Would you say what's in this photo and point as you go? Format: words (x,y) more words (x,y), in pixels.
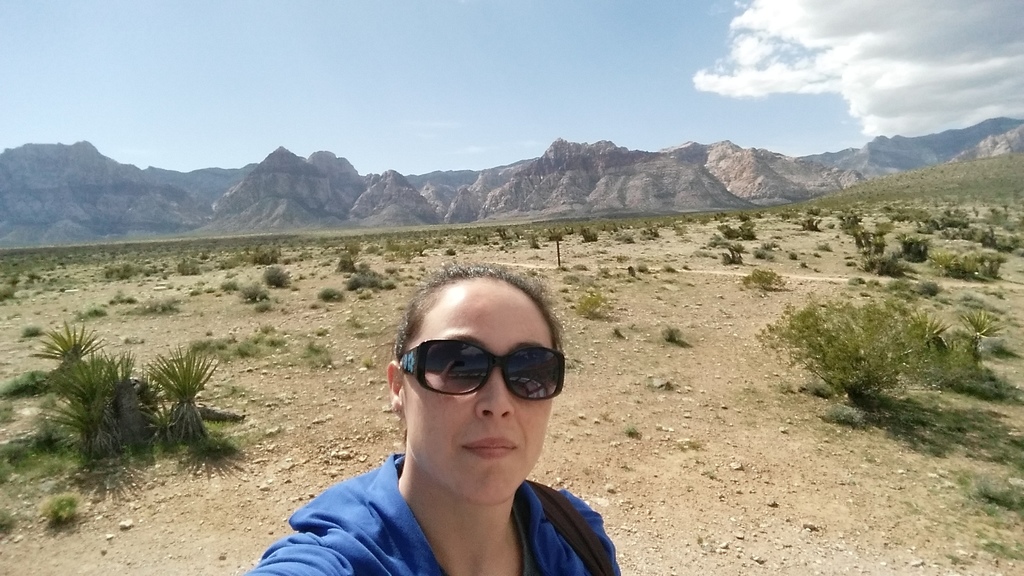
In this image we can see a woman (413,438) wearing the goggles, there are some plants (54,383), mountains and stones (371,438) on the ground (13,373), in the background (873,4) we can see the sky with clouds (873,19).
